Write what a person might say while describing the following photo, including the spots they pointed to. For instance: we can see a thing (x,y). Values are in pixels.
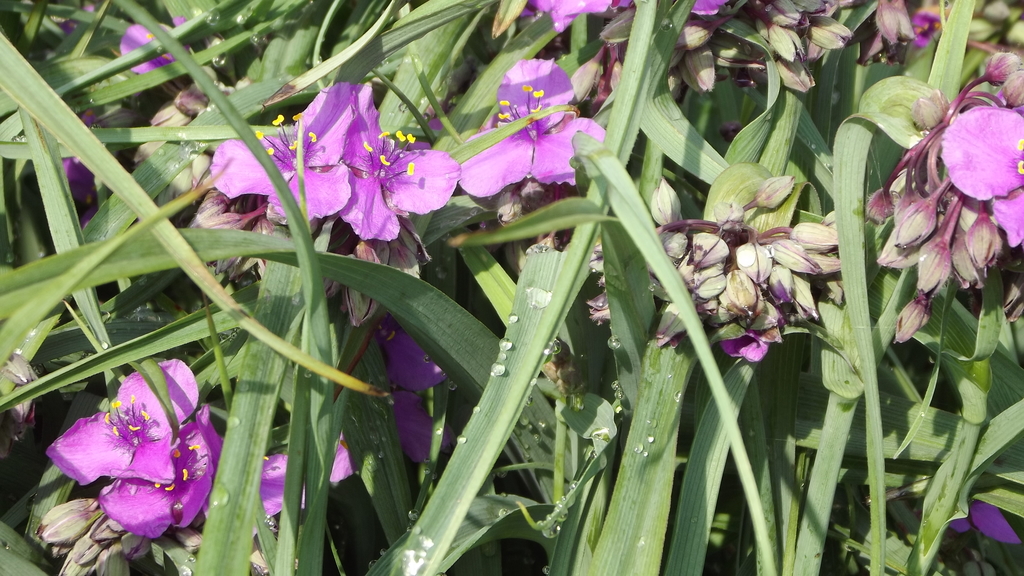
In this image we can see flowers (988,522), buds (806,292), and leaves (706,357).
